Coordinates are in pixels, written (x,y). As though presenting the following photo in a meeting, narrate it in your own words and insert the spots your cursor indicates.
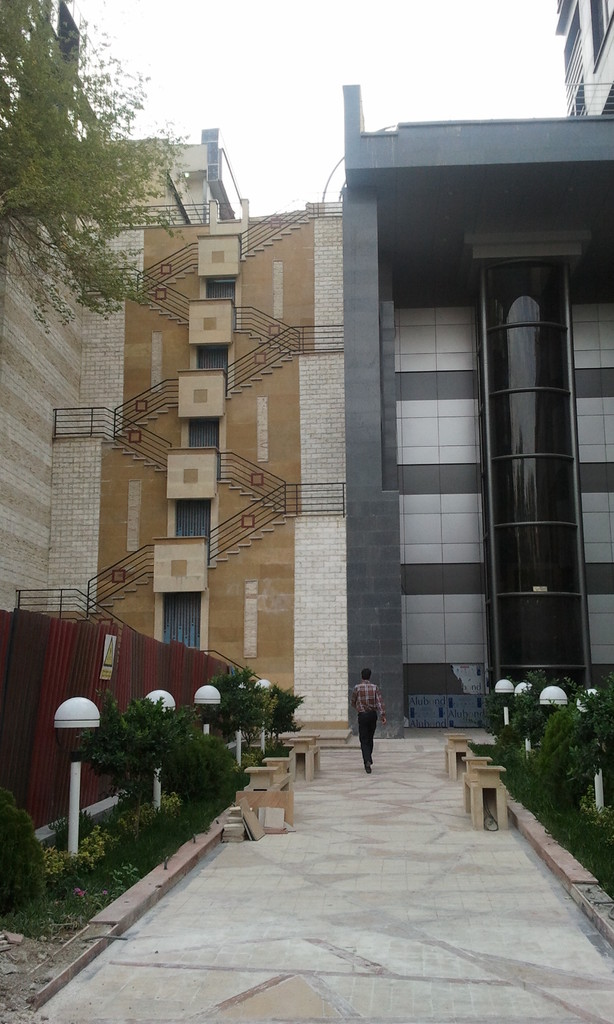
At the bottom (365,710) there is a man (375,704) walking towards the back side (375,714). On the right (490,803) and left side of the image (195,781) there are few tables (481,789), plants (510,748) and light poles (506,709). On the left side (74,652) there is a fencing (161,659). In the middle of the image (332,557) there are buildings (358,545). At the top of the image (296,74) I can see the sky (308,80). In the top left-hand corner (88,118) few leaves (72,124) are visible.
